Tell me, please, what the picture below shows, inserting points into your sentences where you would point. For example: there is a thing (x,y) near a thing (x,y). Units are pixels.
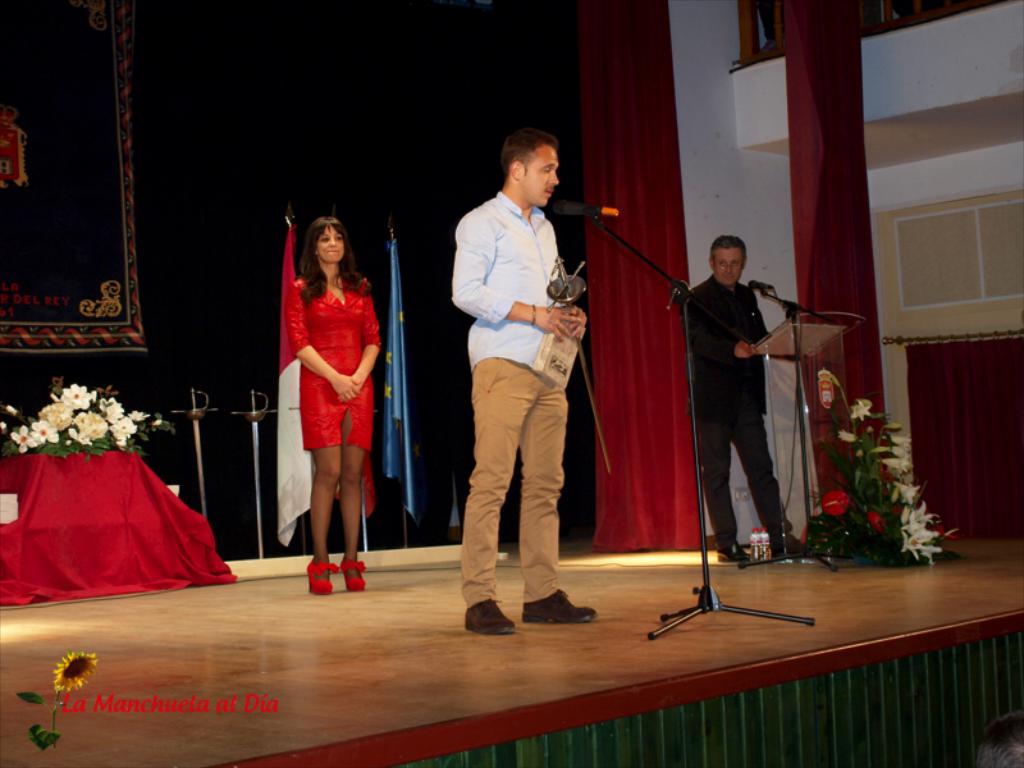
In this image there is a stage (681,582) on which there are three persons (517,407). In the front (564,479) there is a man (564,479) who is standing on the stage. In front of him there is a mic (605,232). On the right side (741,317) there is another person (756,370) who is standing on the stage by holding the podium (783,347). In the background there are two flags (395,281). On the left side (99,430) there is a bouquet (68,425). In the background (117,211) there is a frame (50,208). There is a woman (319,406) in the middle of the stage (340,578). There are curtains (579,87) at the back (579,78). There is a bouquet (909,540) on the floor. On the right side (931,241) there is a wall (909,225).
